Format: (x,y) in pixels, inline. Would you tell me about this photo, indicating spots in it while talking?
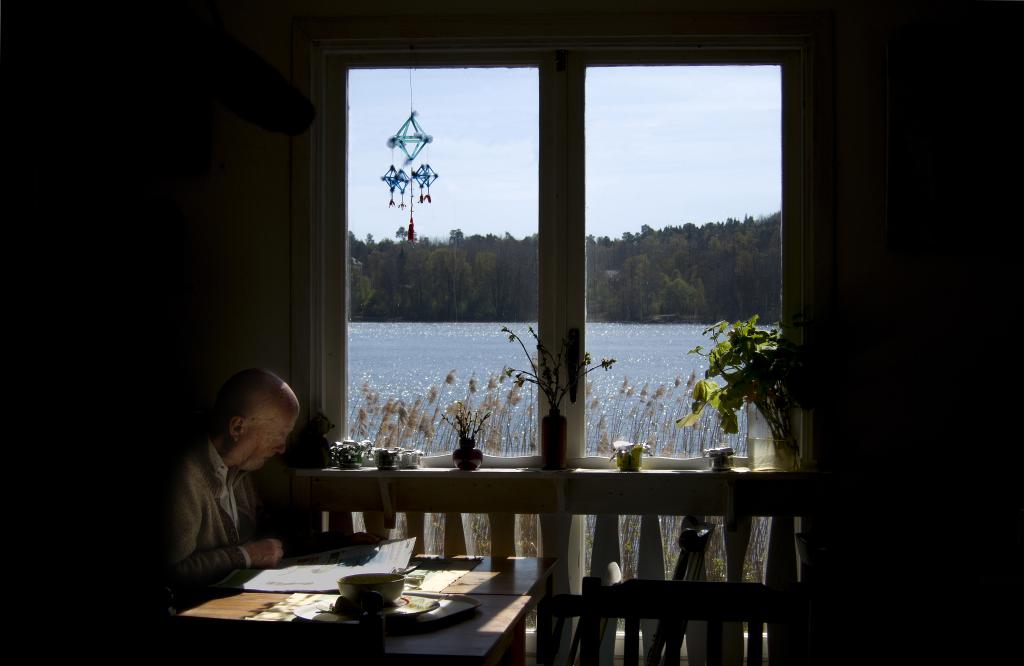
There is a man (200,541) sitting in the chair (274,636) in front of a table (475,628) on which a paper (352,573), bowl (359,583) was placed. There is a window (567,408) in this room (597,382) in front of which some plants (467,437) were placed. In the background (413,345) there is a water (432,339), trees (474,270) and a sky (525,168) here.
